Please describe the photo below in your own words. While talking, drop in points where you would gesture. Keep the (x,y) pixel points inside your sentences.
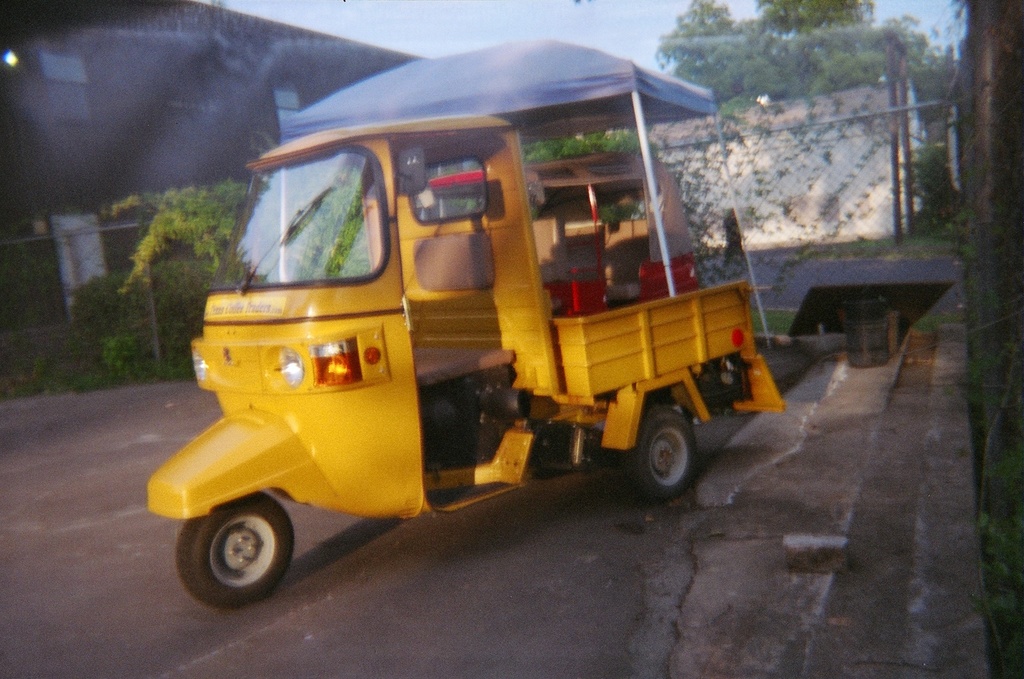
In the center of the image (480,274), we can see an auto (462,377) on the road (451,564) and in the background (251,84), there are buildings (129,140), trees (776,84) and we can see a mesh (835,233).
